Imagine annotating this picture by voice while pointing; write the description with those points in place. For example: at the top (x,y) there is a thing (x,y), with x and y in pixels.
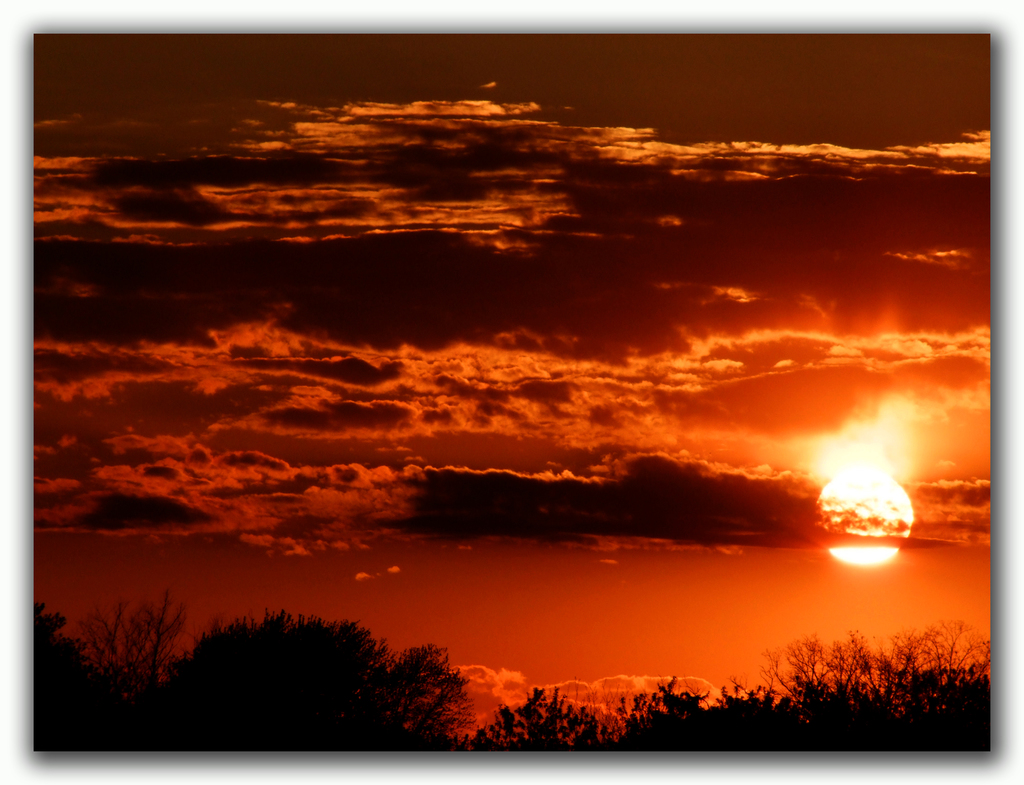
In the image we can see there are trees (302,720) and there is sunset (831,526) in the sky (724,461). There is a cloudy sky (416,493).
